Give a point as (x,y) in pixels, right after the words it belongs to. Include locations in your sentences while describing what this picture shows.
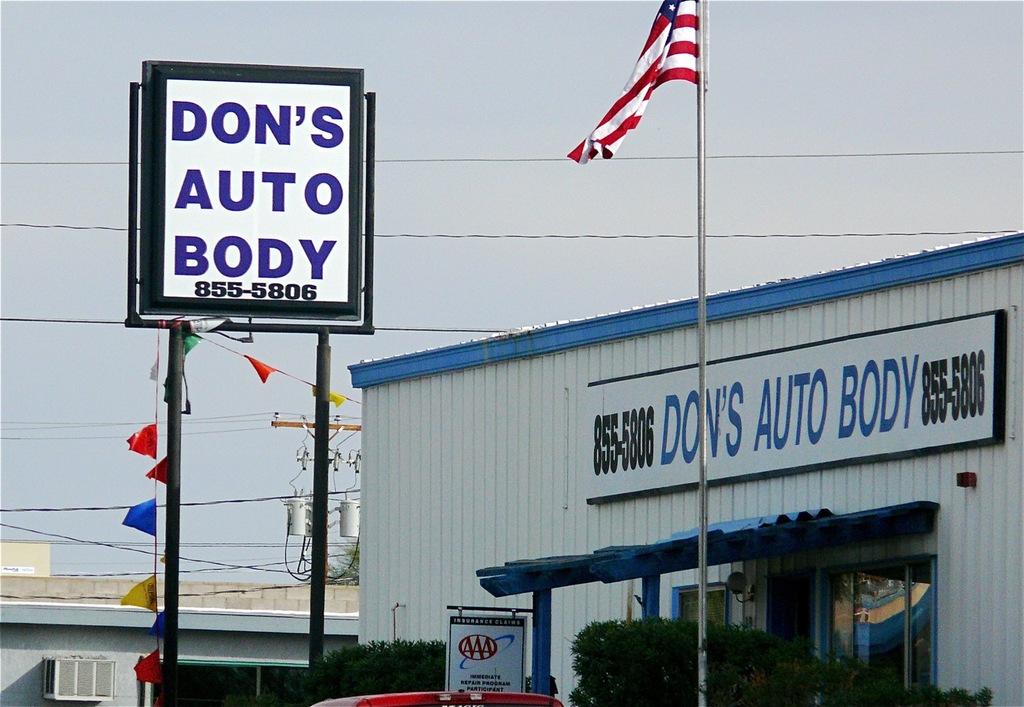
In this image I can see a sign board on the left hand side of the image (321,534) I can see a building (290,641) on the left hand side (123,635). I can see a car (505,699), a flag (675,3), a sign board (506,632), some trees (626,643), a building (567,357) with a board (1002,435) with some text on the right hand side of the image (937,434). I can see some electrical wires (306,554) and an electric pole (337,462) in the center of the image (348,436). At the top of the image (384,128) I can see the sky (381,146).
